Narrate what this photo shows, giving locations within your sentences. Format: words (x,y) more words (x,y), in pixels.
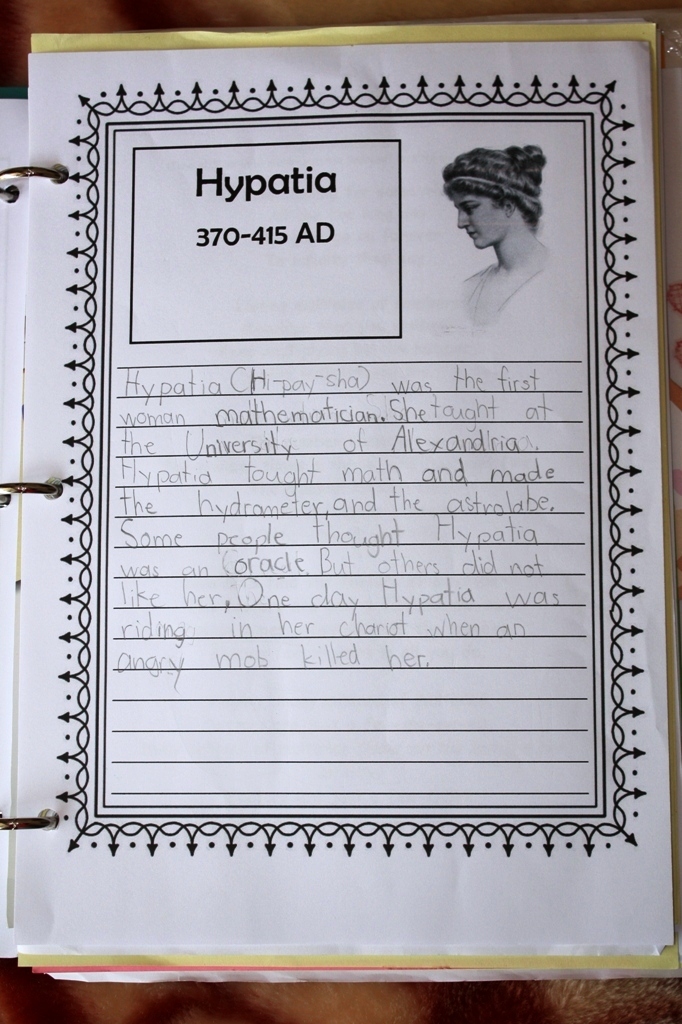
In this image I can see there is a book (334,625). In the book (373,479) there is an image (465,256) and some text (406,593) written on it.
